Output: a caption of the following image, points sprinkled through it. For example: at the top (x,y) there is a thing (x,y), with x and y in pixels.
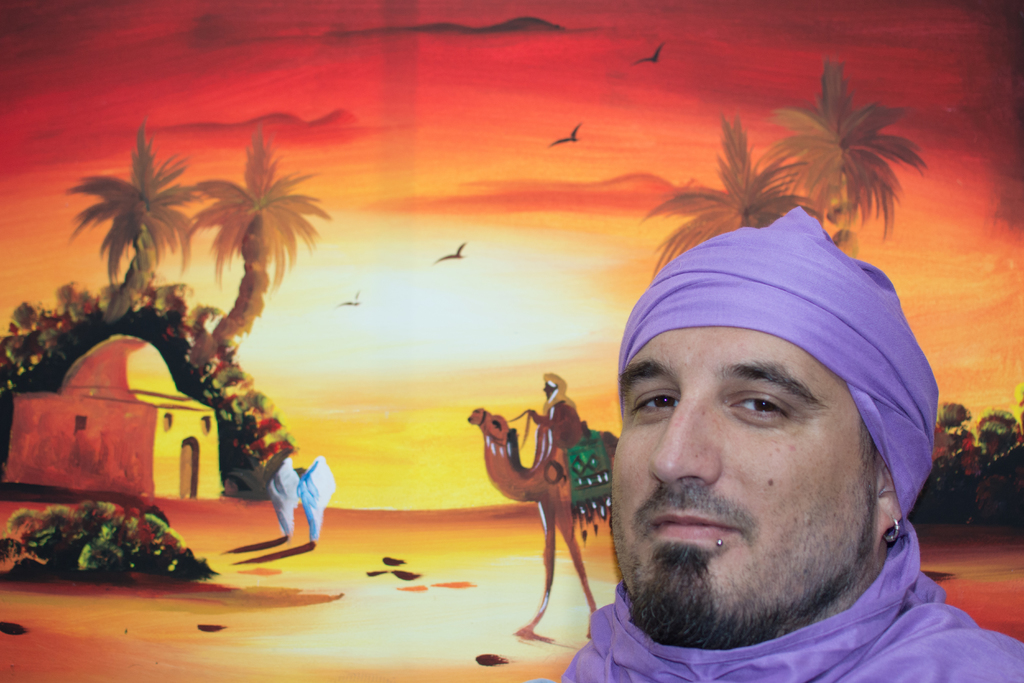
In this picture I can see a man (631,493), there is a painting (353,262), in which there is a person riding a camel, there is a house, there are trees (804,145), there are birds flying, and in the background (306,334) there is the sky (306,334).
